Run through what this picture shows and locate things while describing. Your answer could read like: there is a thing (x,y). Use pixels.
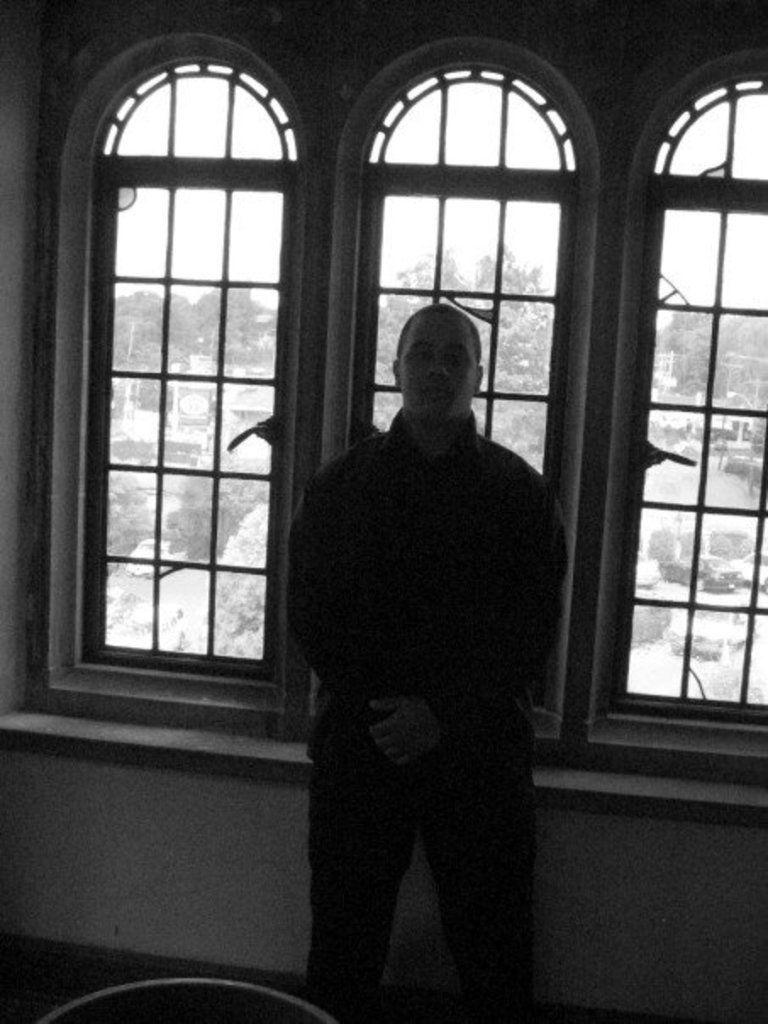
This image consists of a man (413,840) standing. In the background (336,450), we can see a window (93,465) along with a wall (43,757). At the bottom (96,990), there is a floor (173,962). Through the window (183,431) we can see trees (380,365) and buildings (228,406).
